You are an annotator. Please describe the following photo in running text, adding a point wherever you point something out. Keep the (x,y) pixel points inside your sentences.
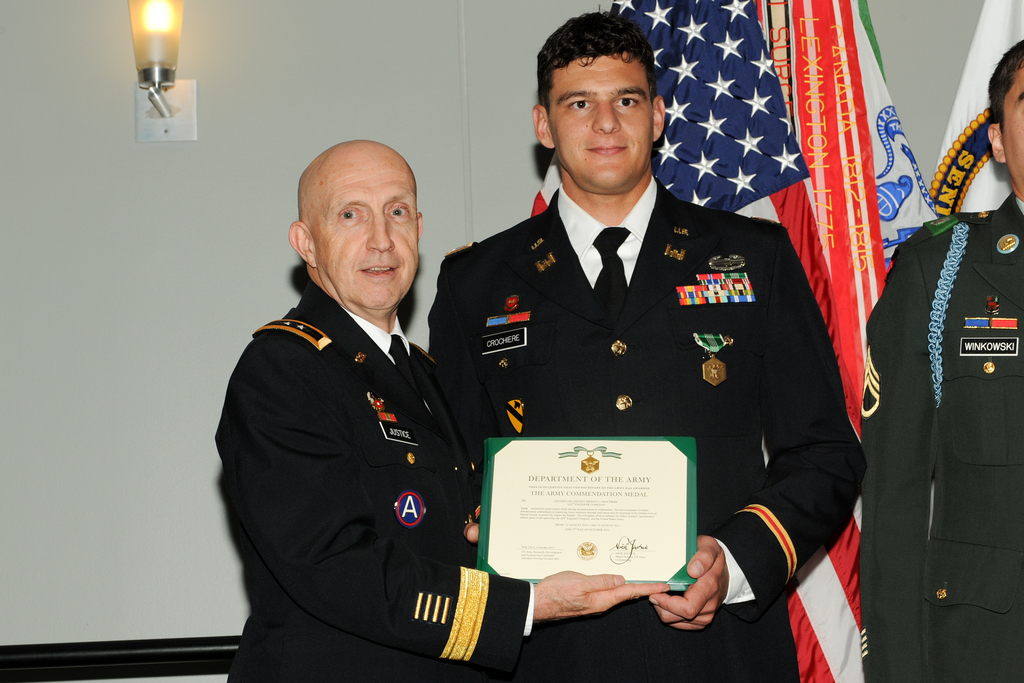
In the middle of the image (382,450) two persons (387,174) are standing and holding a frame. Behind them there are some flags (753,88) and there is a wall (24,104). On the wall (293,5) there is a light (161,11).
